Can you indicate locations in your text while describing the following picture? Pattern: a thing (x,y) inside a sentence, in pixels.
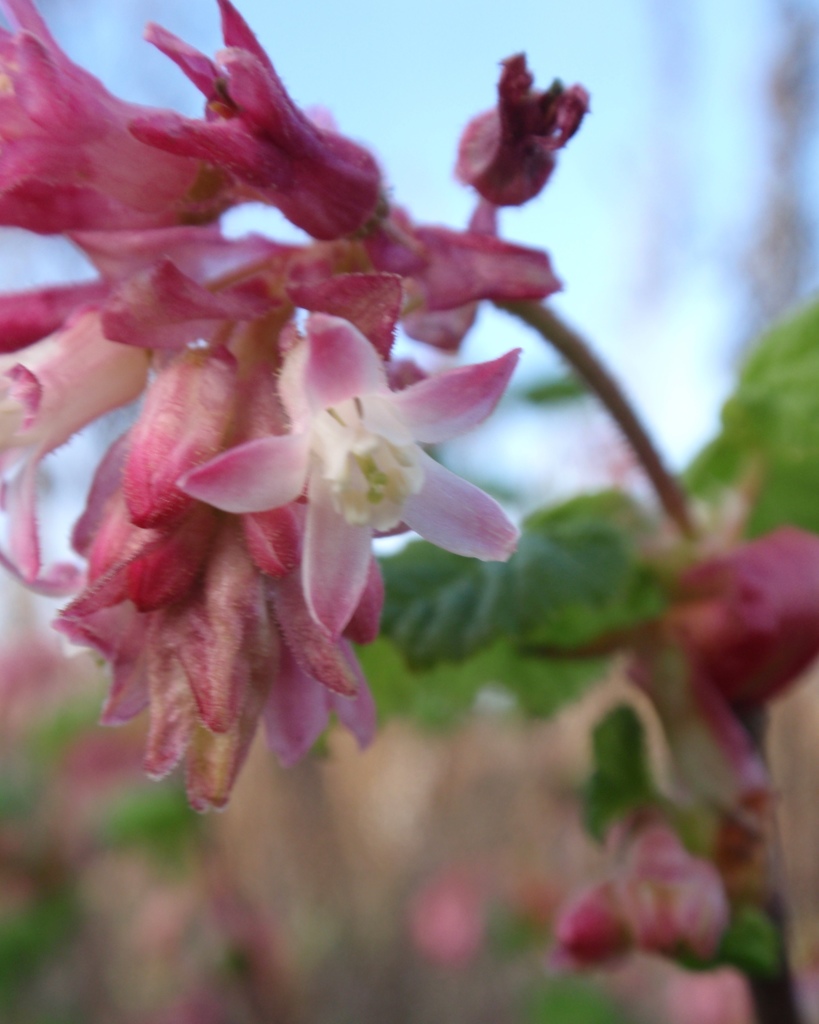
In the foreground of the picture (232,336) there are flowers (341,363), buds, leaves (414,625), stem (560,327), it is a plant (529,697). The background (68,882) is blurred.
